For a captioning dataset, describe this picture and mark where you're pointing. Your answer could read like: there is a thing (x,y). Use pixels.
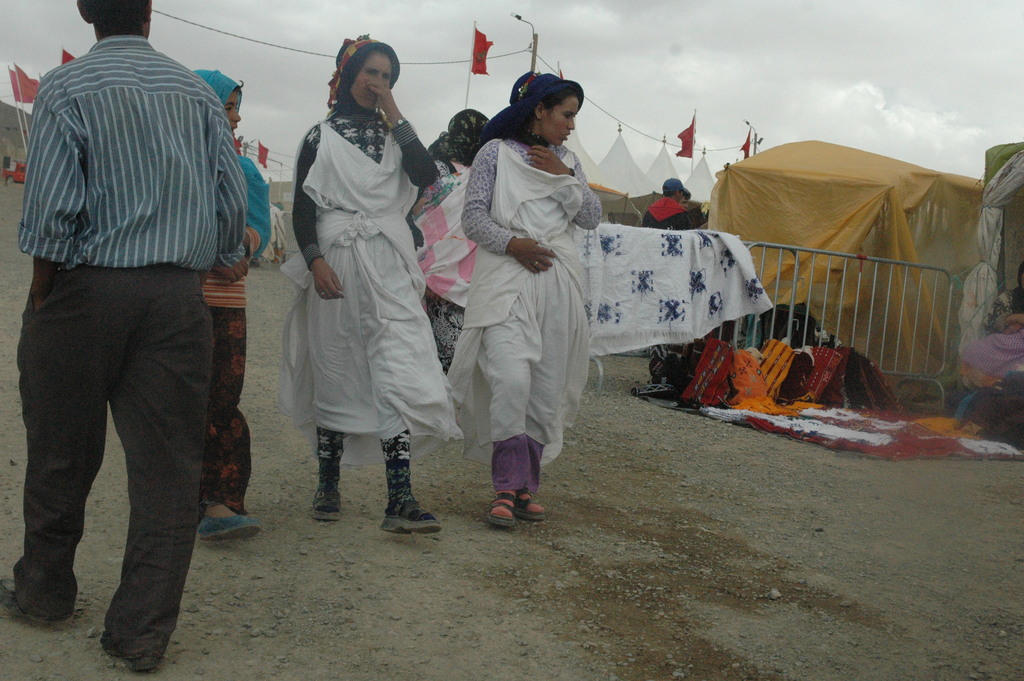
On the left side of this image (177,306) I can see three women (237,300) and a man (187,547) walking on the ground (406,570). On the right side (853,196), I can see few tents (768,193) and some clothes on the ground (678,412). In the background (35,98) there are few red color flags (23,87). At the top of the image (853,45) I can see the sky (801,38).
